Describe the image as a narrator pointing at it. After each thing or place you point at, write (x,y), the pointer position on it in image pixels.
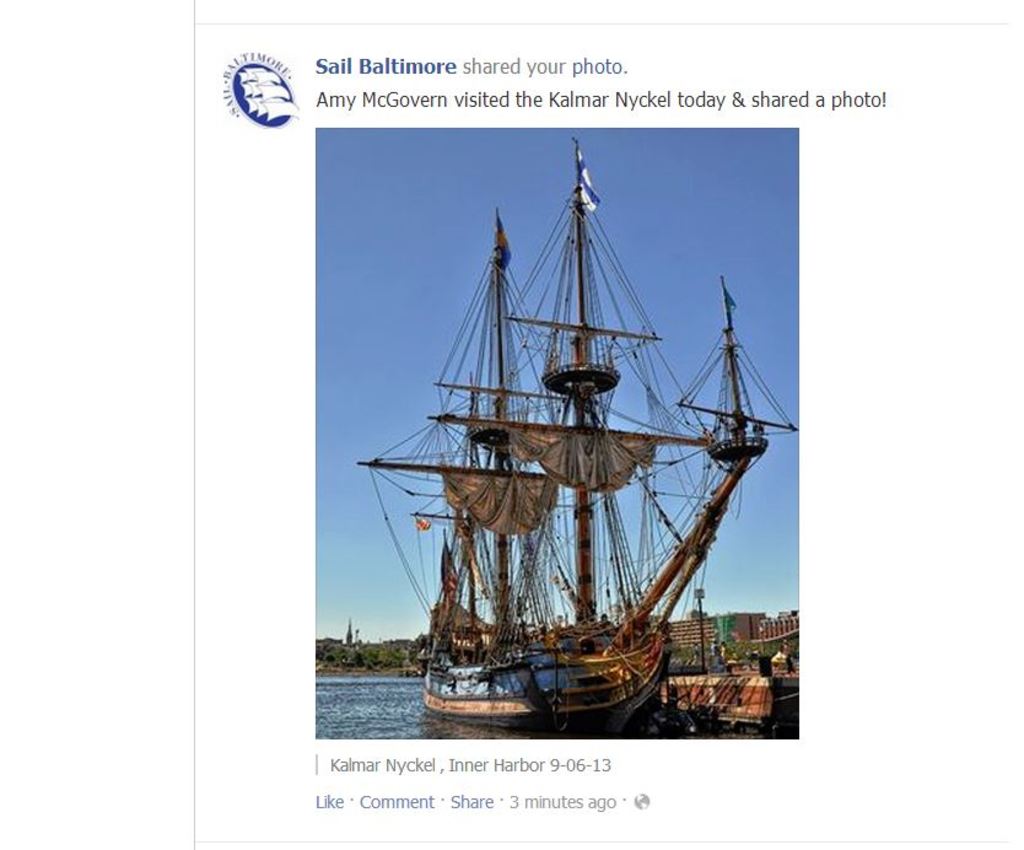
In this image I can see a boat (459,588) on the lake (359,691) there are some buildings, the sky (384,588), trees (322,654), text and logo (238,70) visible in this picture, on the boat (584,516) I can see some ropes (638,424).
